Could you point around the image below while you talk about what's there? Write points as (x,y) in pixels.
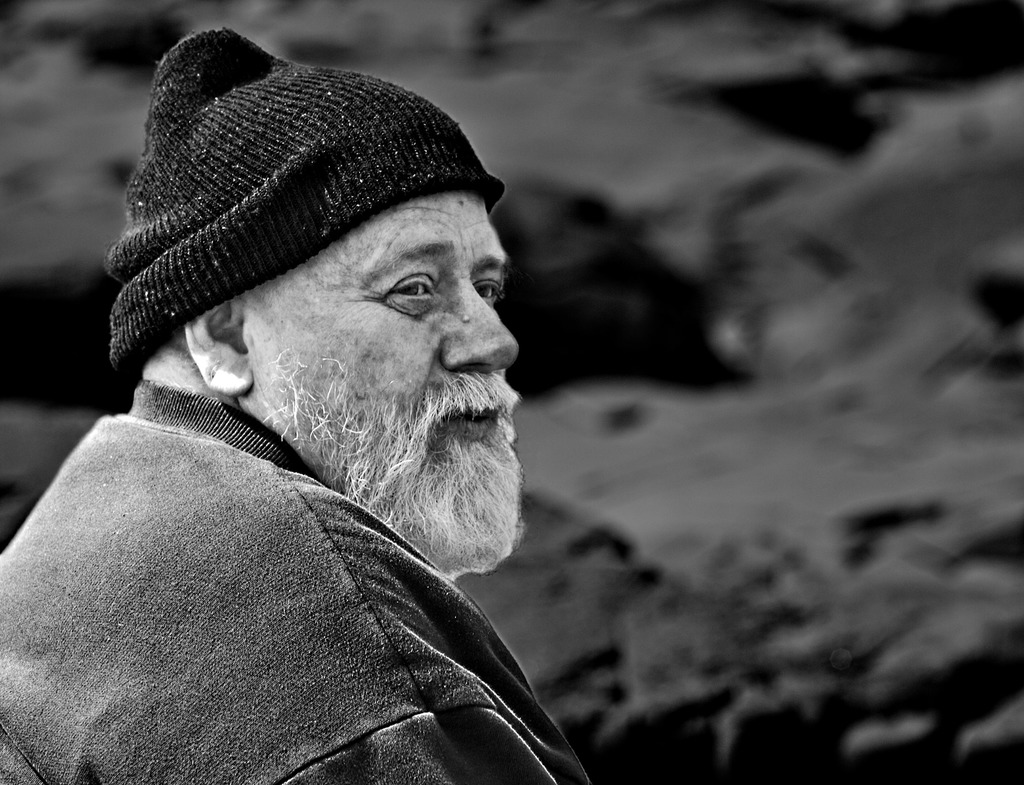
This is a black and white image. I can see the man (446,672). He wore a jerkin (308,505) and a cap (299,162). The background (746,62) looks blurry.
